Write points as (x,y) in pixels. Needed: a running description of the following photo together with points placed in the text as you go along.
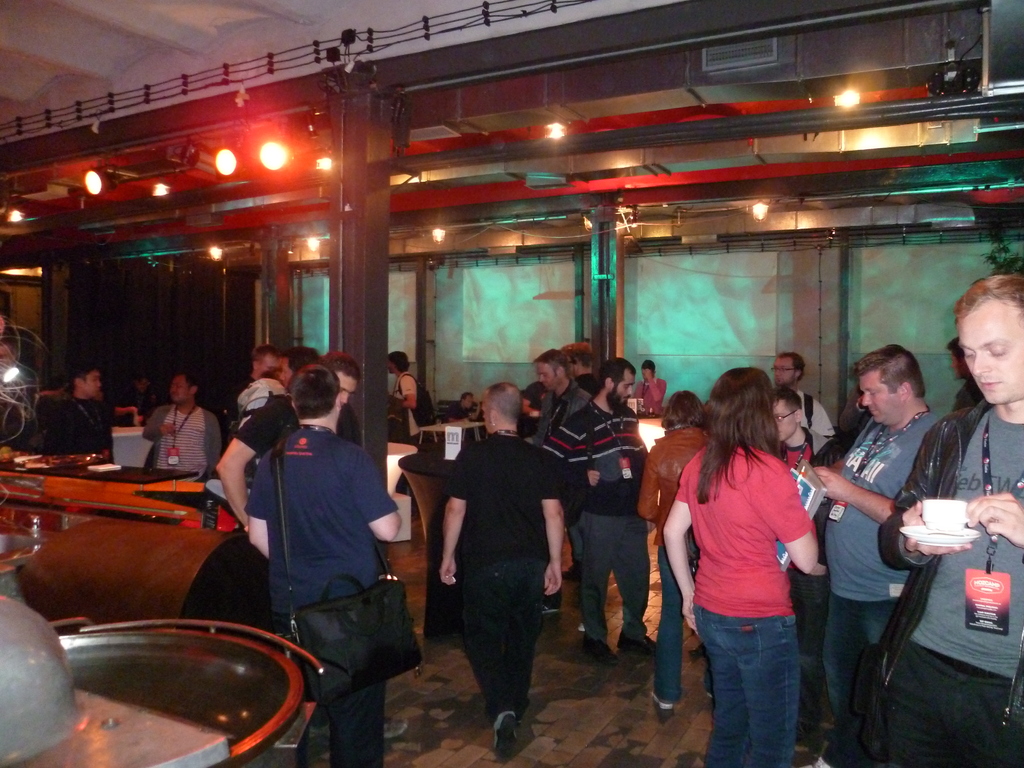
In the foreground (599,451), I can see a group of people (607,575) on the floor (653,674) and I can see chairs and tables (411,461). In the background (392,334), I can see a wall (478,396), lights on a rooftop (427,183), metal objects (498,152), pillars (423,322) and so on. This image taken, maybe during night.
